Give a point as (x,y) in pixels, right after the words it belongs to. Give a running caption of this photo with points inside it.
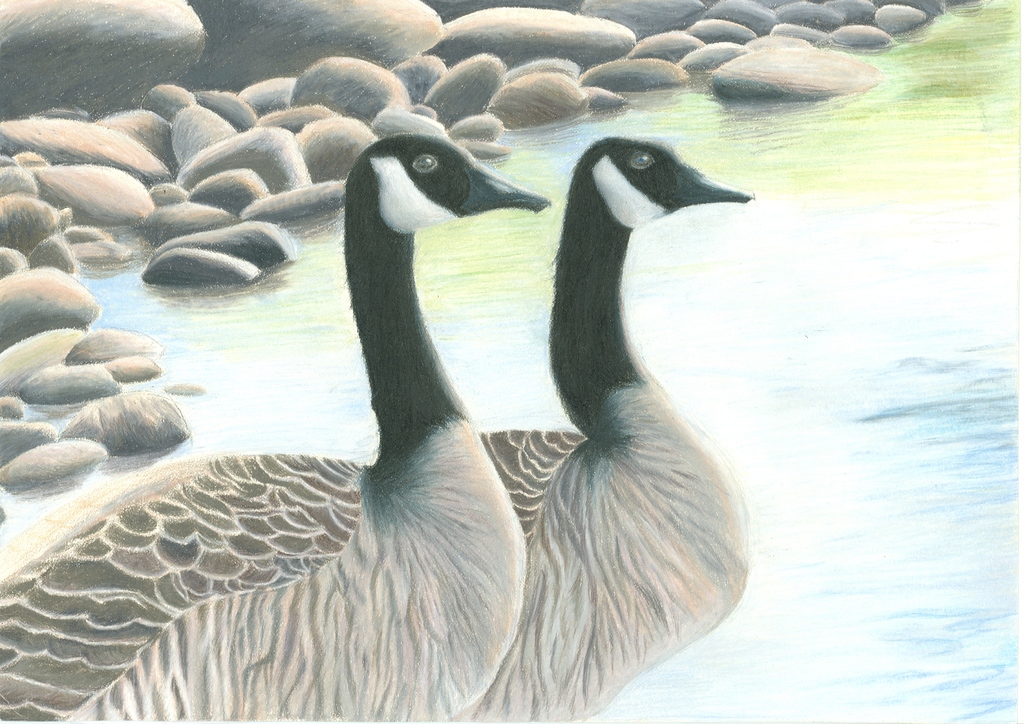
In this image I can see two birds (296,481) in black, brown and white color. Background (682,12) I can see few stones (562,117).
